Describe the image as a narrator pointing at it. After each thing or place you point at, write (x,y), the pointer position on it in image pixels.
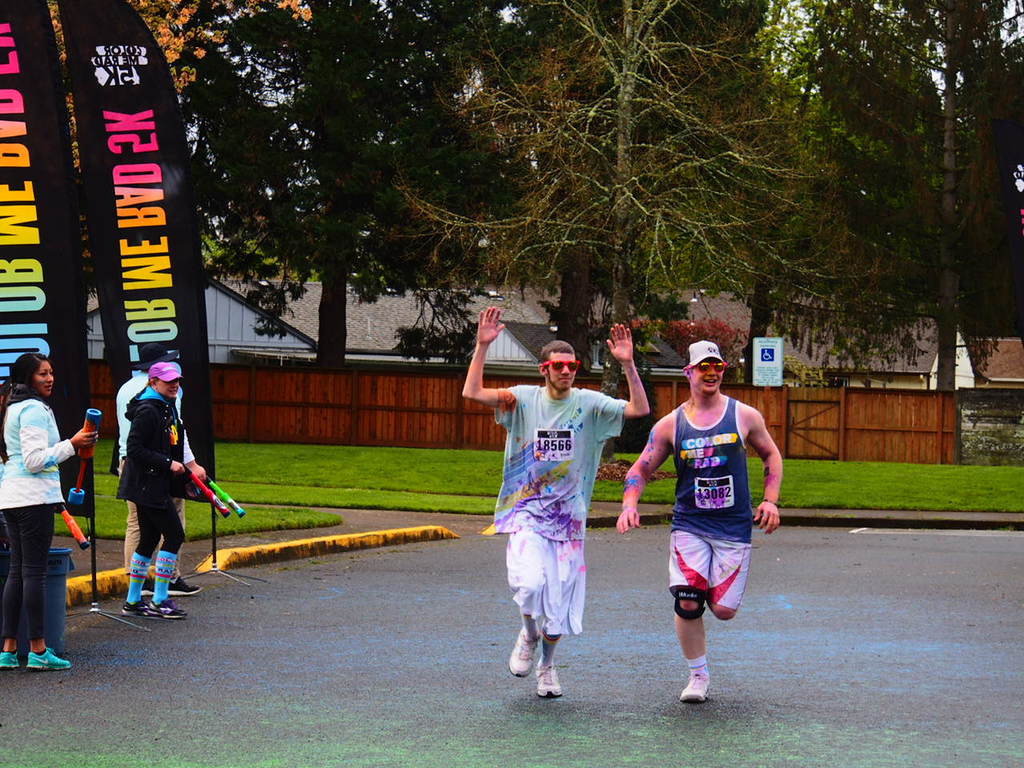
In this image we can see two men (716,490) are running on the road (373,680). Left side of the image (150,427) persons (144,440) are standing by holding colors container (84,465) in their hand (84,437). Behind them black color boards (52,254) are there. Background of the image (328,307) tree (415,271), wooden fencing (874,396) and houses (505,338) are there. In front of the fencing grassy land (388,480) is present.
